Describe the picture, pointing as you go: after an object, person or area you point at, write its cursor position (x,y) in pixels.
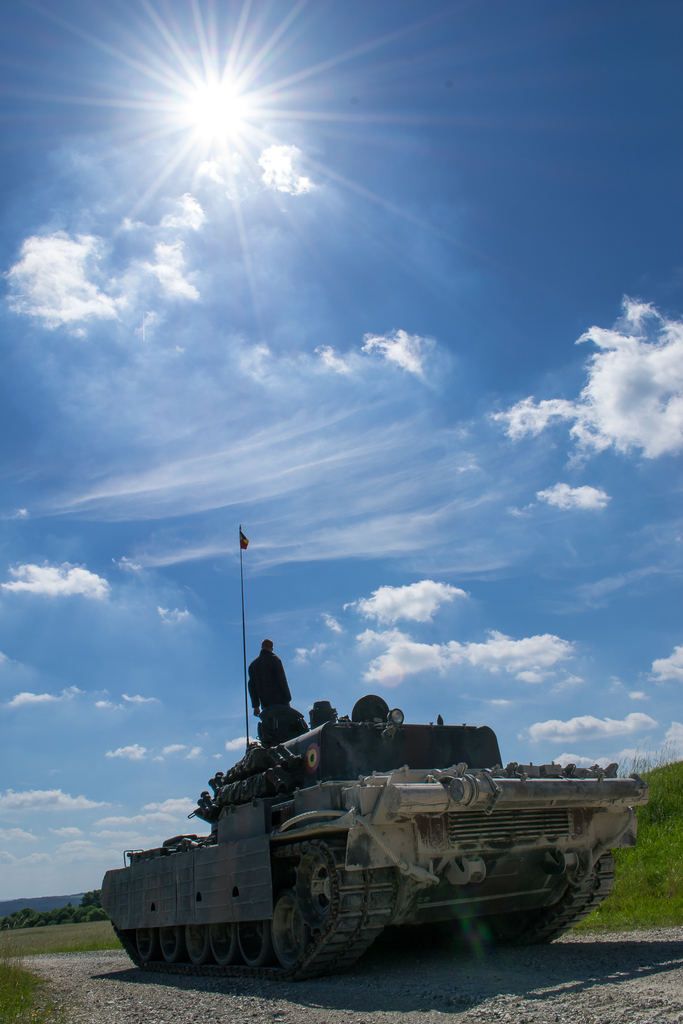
In this image I can see a tank (329,916), shadow (443,987), grass (2,1015), flag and in background (358,390) I can see clouds (264,185), the sun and the sky (321,355).
